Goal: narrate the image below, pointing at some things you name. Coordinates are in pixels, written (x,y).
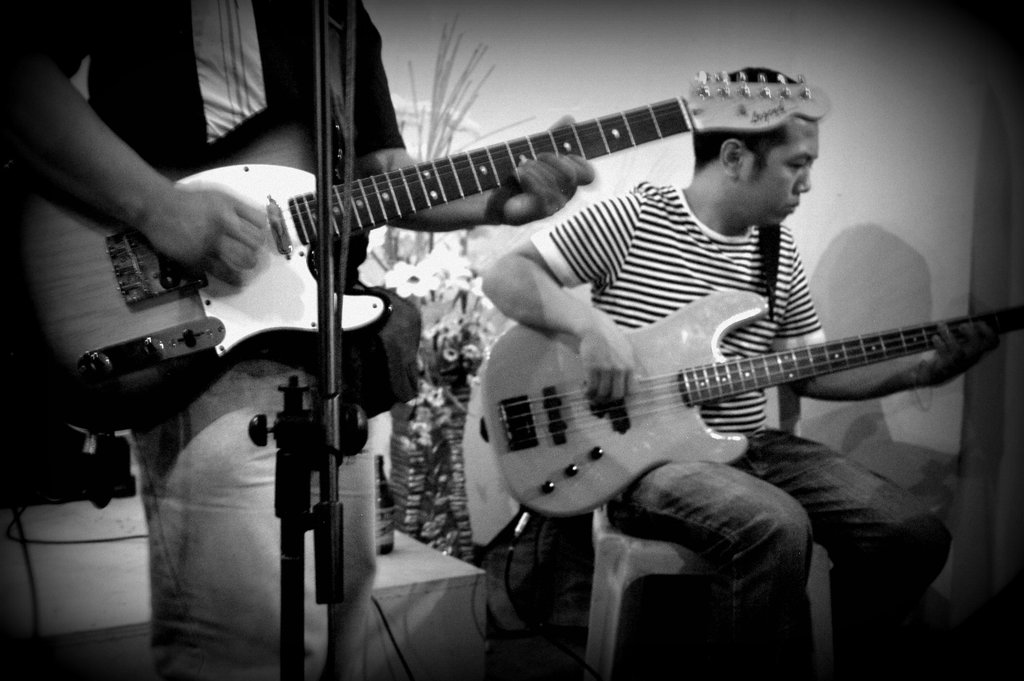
In this picture two persons (596,270) are holding a guitar (291,289) and to the left side (192,212) a person (208,204) is having a mic (334,289) in front of him and right side (705,228) person (724,411) is sitting on the chair (640,559) in the back ground (442,346) i could see a flowers (439,270) and a flower pot (443,480) and in the middle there is a table (444,588), on the table (425,557) there is a bottle (378,532). This is a black and white picture.
